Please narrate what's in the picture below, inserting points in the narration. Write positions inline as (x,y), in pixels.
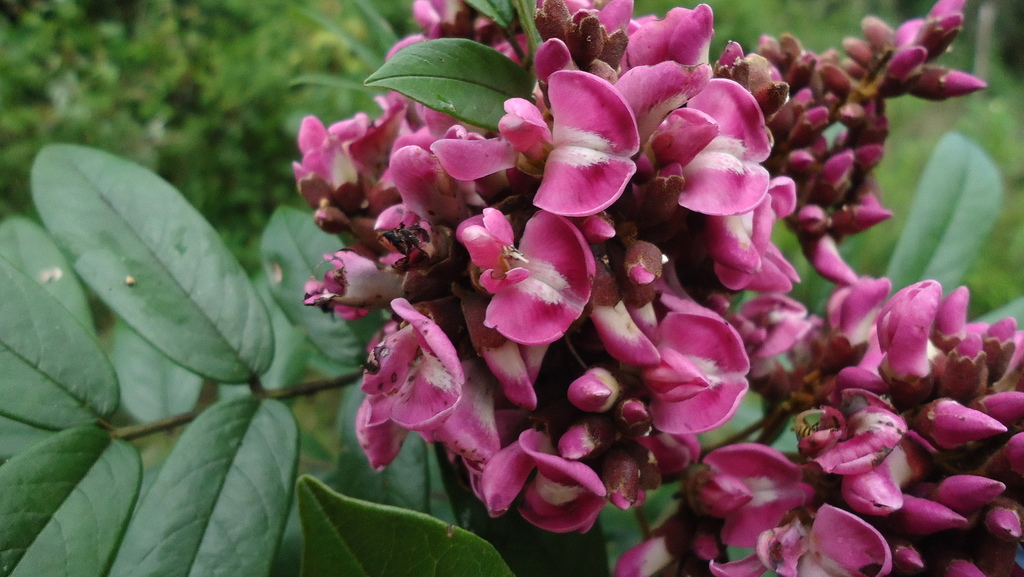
In this picture, we can see some flowers (614,272), plants (231,284), and the blurred background (331,396).
